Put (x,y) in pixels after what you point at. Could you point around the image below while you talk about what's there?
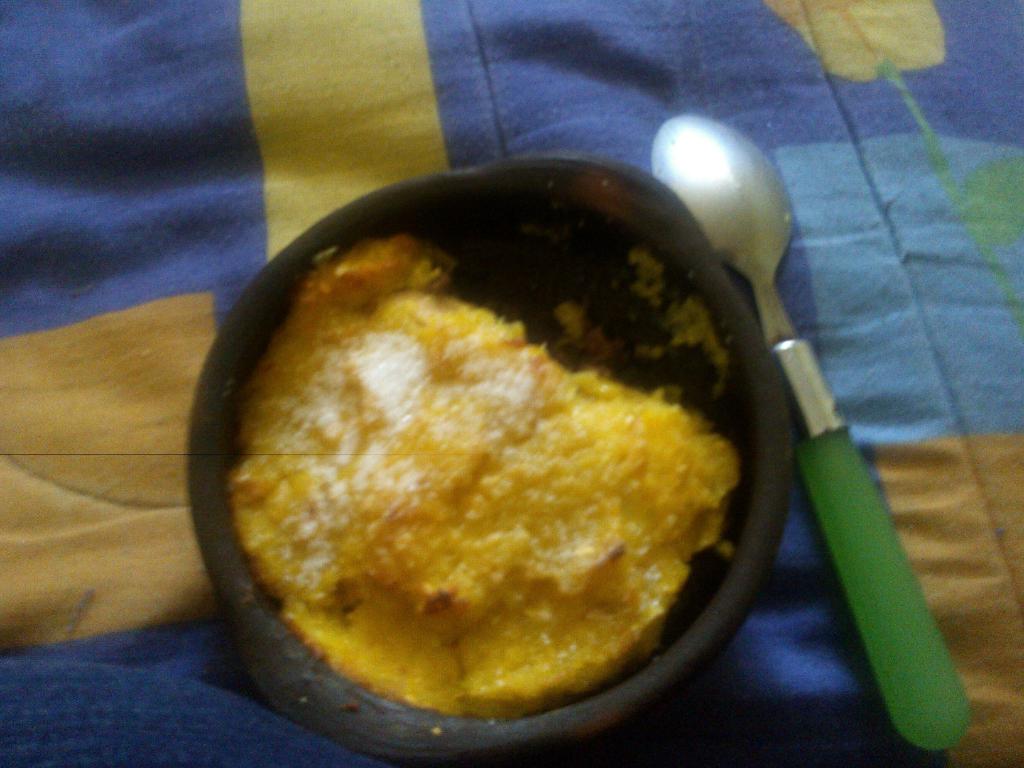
In this picture we can see some food (692,428) in the black bowl (675,378). Beside there is a spoon (759,203) which is placed on the bed (976,741).
